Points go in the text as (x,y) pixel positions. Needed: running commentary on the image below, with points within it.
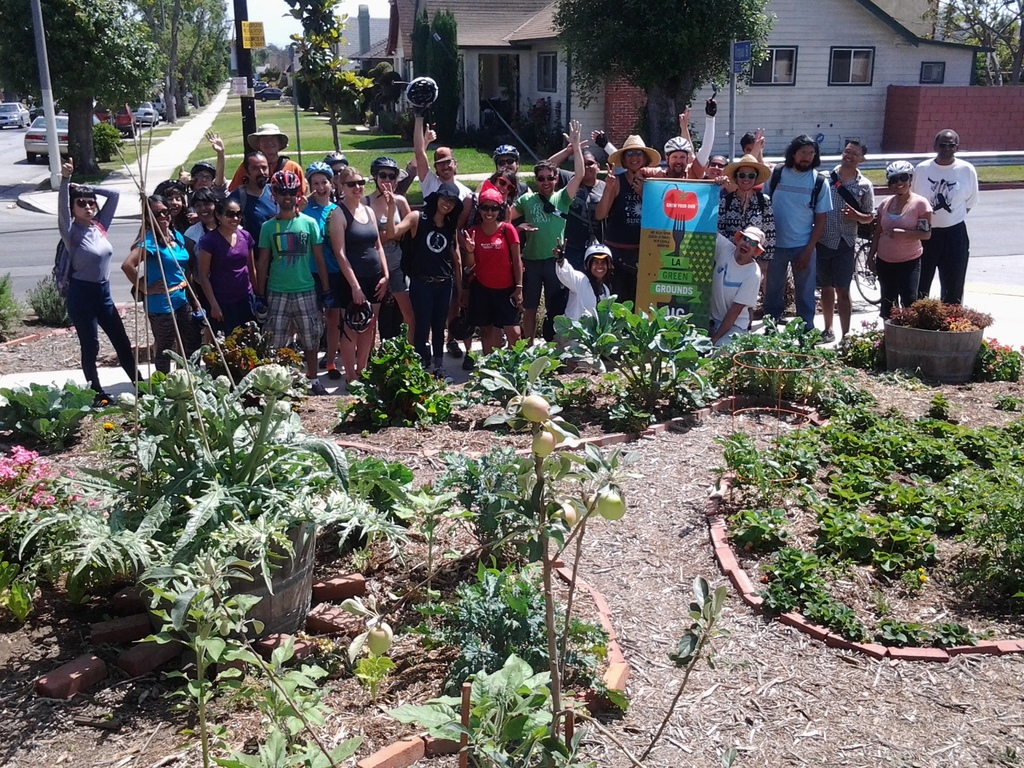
In this picture I can see plants (661,365), flowers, there are group of people (550,222) standing, there is a banner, there are vehicles (0,117) on the road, there are boards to the poles (237,46), there are houses (786,27) and trees (968,32).
